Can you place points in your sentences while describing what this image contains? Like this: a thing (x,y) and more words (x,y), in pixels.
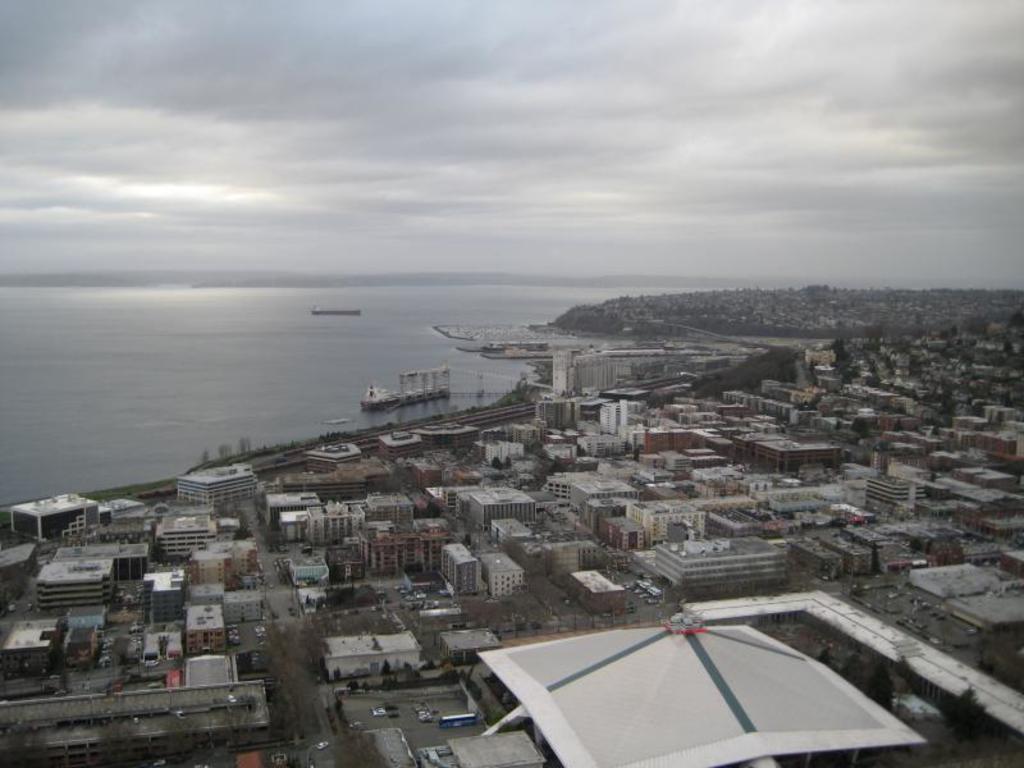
This image is an aerial view. In this image there are buildings (774,490) and trees (289,662). We can see water (397,365) and there are boats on the water (351,400). In the background (207,241) there are hills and sky (458,120). There are roads (268,545) and we can see vehicles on the road (284,601).
